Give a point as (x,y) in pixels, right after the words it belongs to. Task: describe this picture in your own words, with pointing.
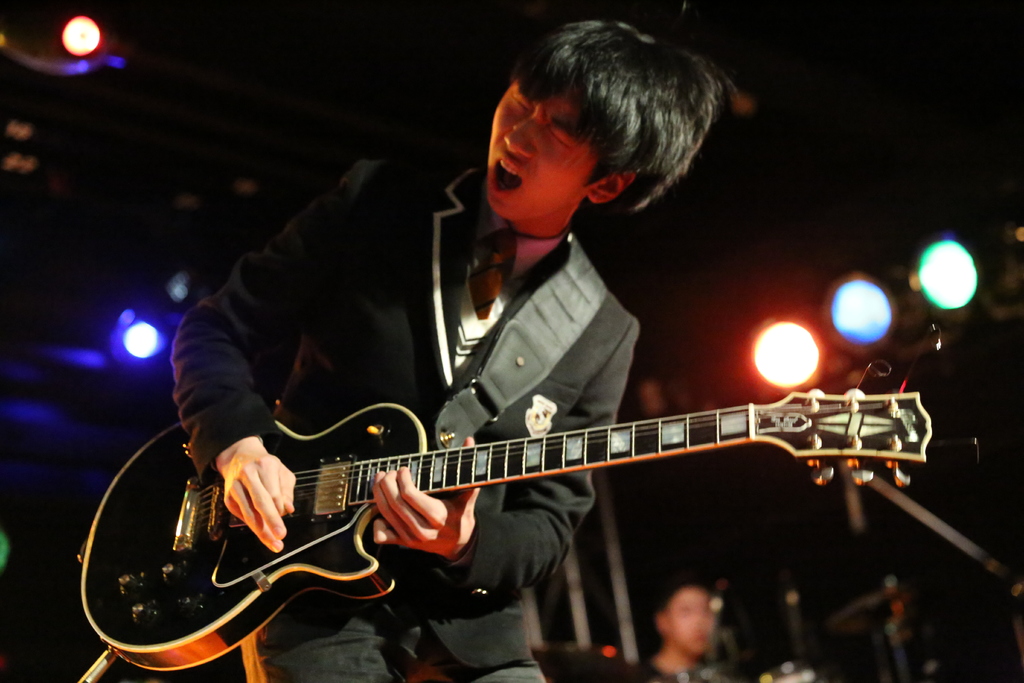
In this image I can see a person (510,293) wearing the blazer (311,411) and playing the guitar (182,529). In the background (921,253) there is another person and lights (839,310).
